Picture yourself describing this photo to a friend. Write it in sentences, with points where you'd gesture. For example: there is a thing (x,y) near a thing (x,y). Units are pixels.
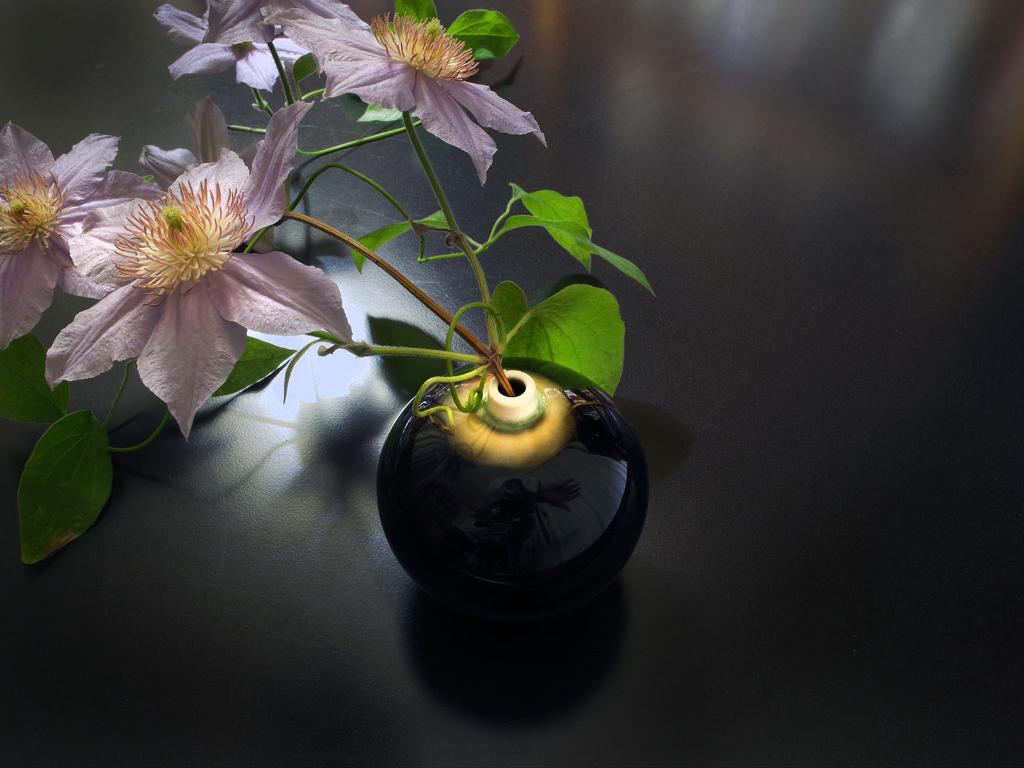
In this image we can see flower pot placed on the black color surface (701,618).
